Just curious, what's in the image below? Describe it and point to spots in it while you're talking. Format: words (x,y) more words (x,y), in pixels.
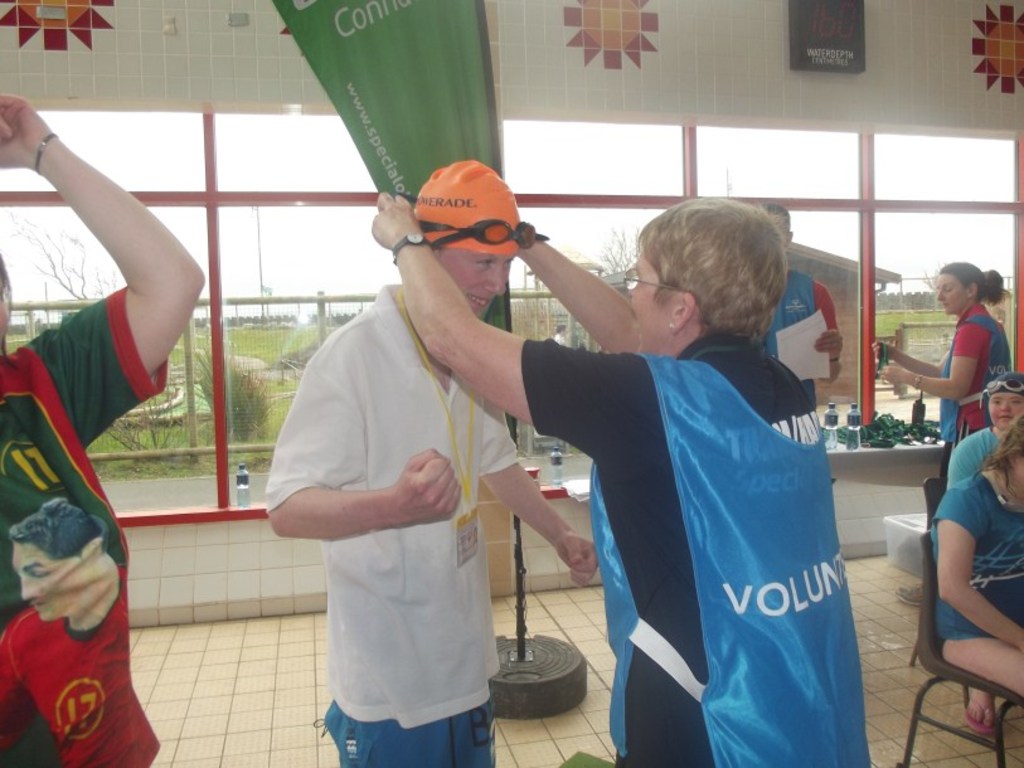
In this picture we can see some people (780,369) standing here, on the right side (985,562) there are two persons (982,546) sitting on chairs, in the background (869,398) there is a glass (293,341), from the glass (331,261) we can see grass (280,332) and the sky (350,172).
